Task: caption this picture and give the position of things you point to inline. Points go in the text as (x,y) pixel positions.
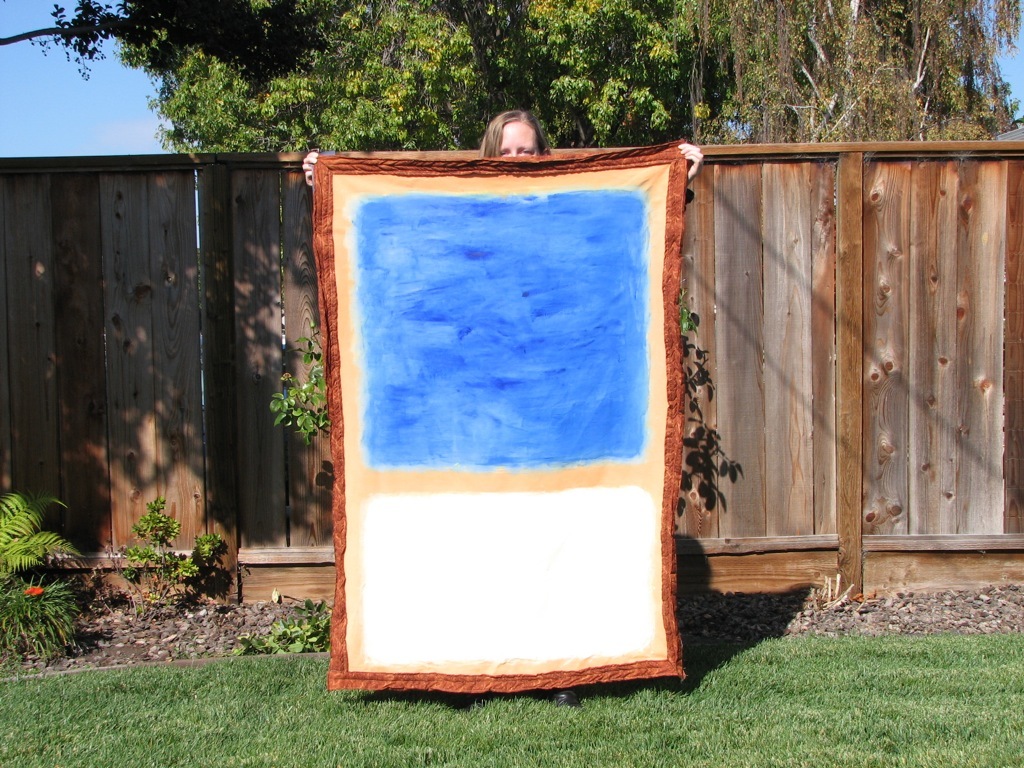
In this image we can see a person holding a cloth (569,342), there are plants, trees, also we can see the sky (63,88), and there is a wooden wall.
